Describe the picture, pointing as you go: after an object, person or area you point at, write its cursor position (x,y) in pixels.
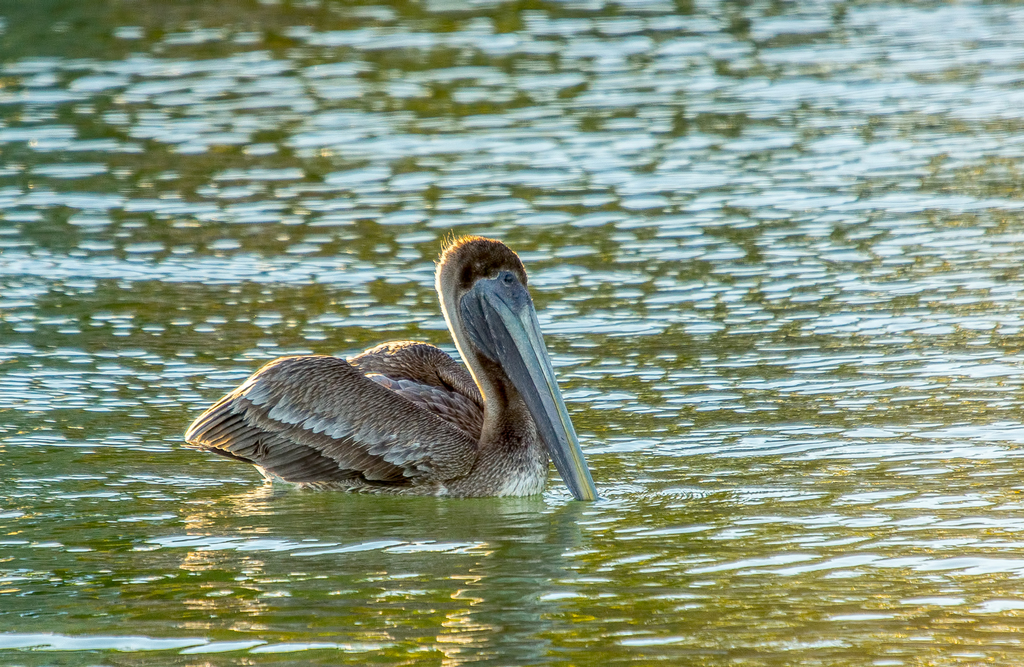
In this image we can see the bird (501,411) on the water (583,217).
